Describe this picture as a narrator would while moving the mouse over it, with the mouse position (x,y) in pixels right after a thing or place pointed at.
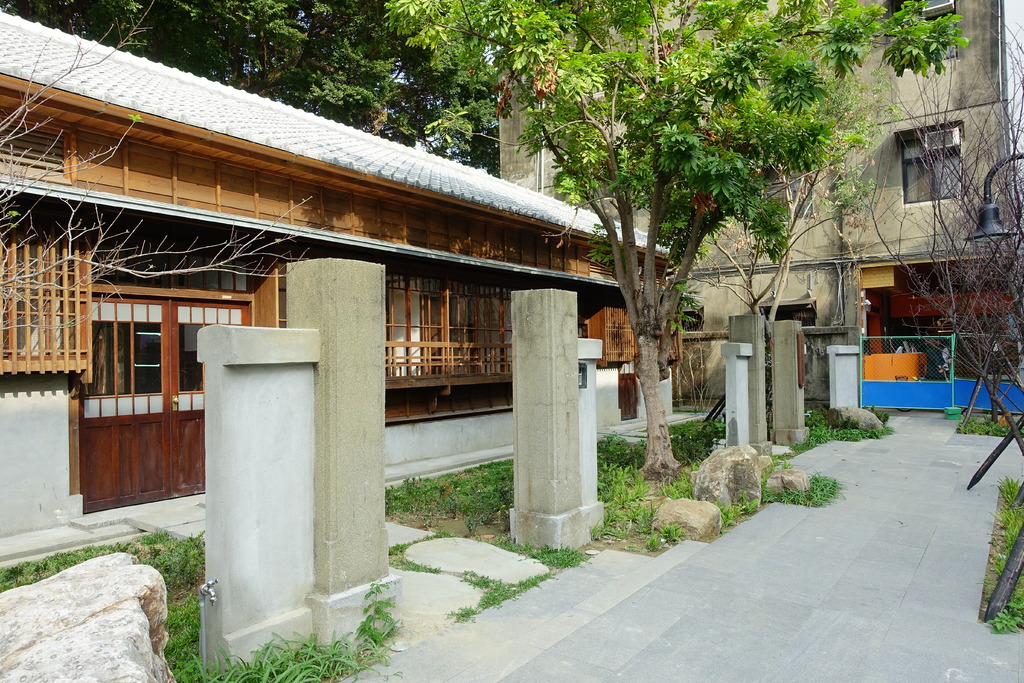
In this image we can see there are trees (809,59) and buildings (969,19). At the right side of the image (1004,389) there is a blue gate (897,381) and we can see Ac's (929,139) attached to the windows (943,175).
